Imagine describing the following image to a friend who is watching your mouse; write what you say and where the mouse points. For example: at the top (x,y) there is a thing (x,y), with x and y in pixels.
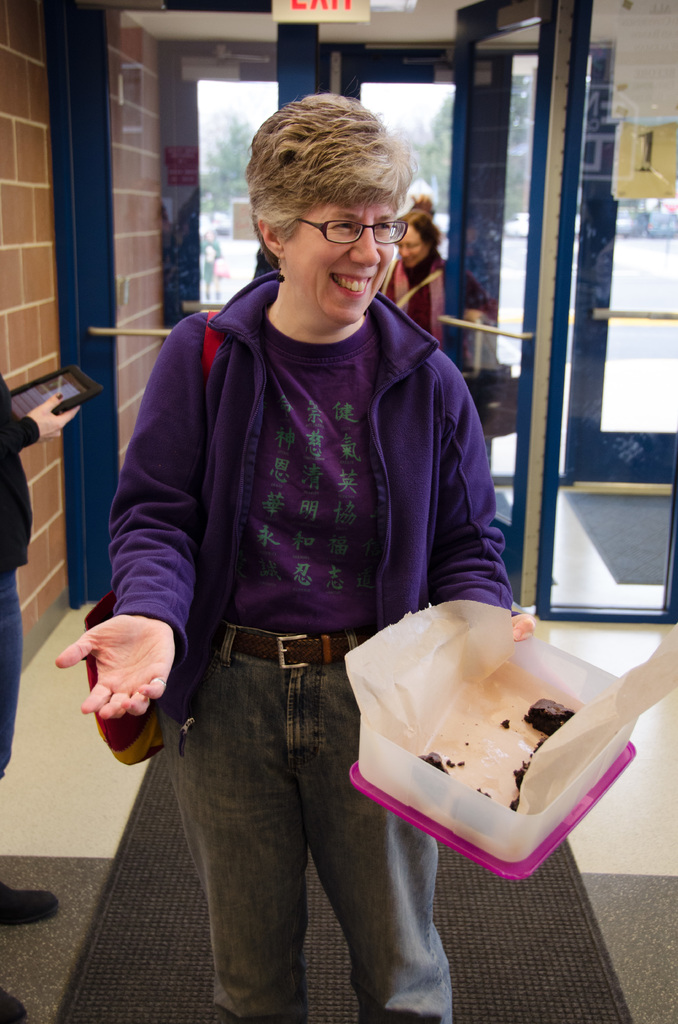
In the image there is an old woman (318,383) in purple dress (180,442) holding a box (495,621), behind her there are few persons (3,406) visible behind and in front of the glass door (246,46) with a wall (27,230) on the left side (20,322).
